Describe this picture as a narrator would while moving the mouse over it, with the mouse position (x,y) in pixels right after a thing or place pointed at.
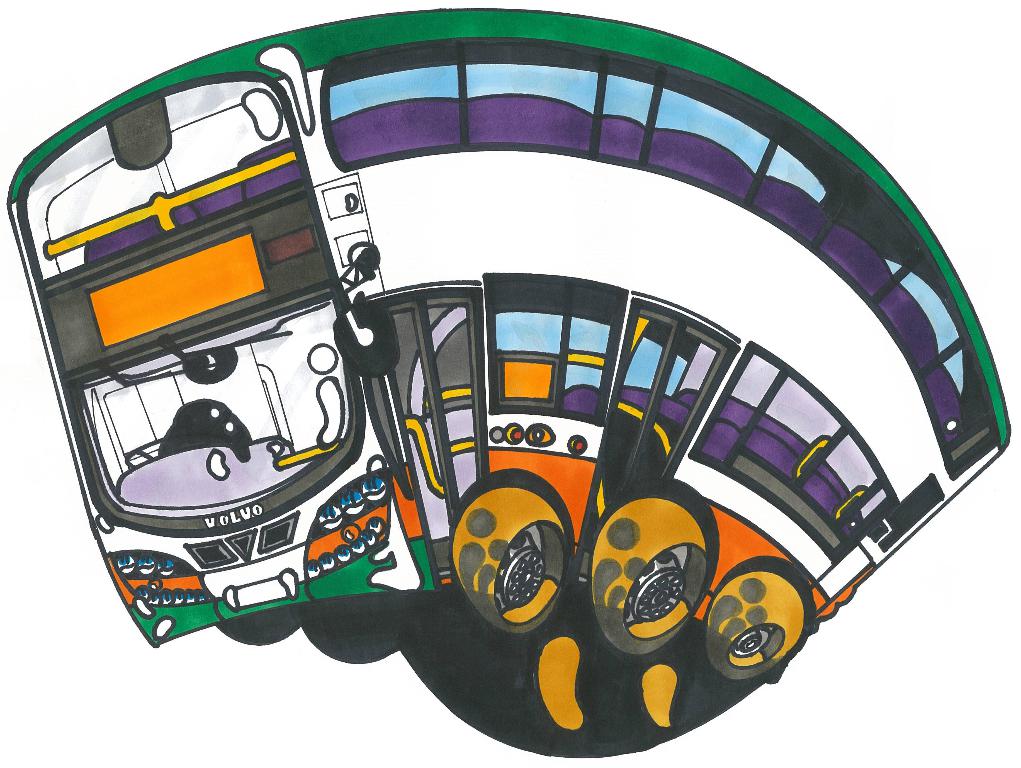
In this image we can see the depiction of a bus (607,574) and the background (910,706) is in white color.
